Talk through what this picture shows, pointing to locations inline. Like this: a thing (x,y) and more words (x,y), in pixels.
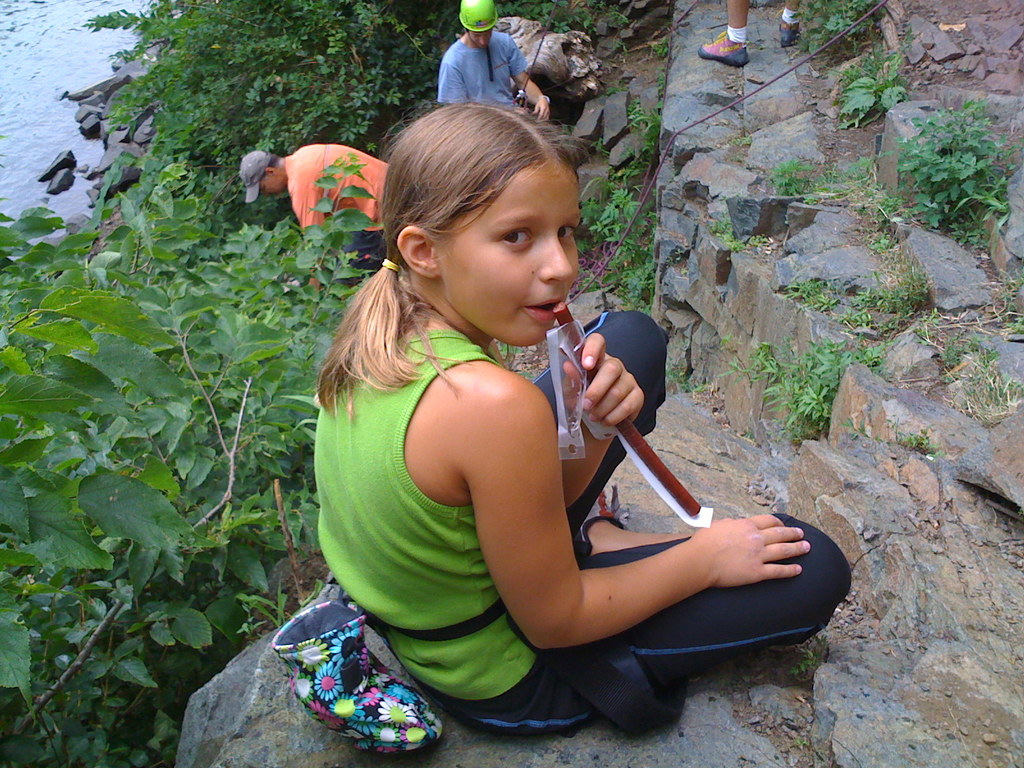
In this image there are some persons (464,433) in the foreground (609,539) there is one girl (765,548) who is sitting on a rock (648,495) and she is holding something, and on the left side (170,359) there are some plants (109,545) and some rocks (116,136) and river (43,92). On the right side (780,236) there are some rocks (775,309), grass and some sand (914,65).
